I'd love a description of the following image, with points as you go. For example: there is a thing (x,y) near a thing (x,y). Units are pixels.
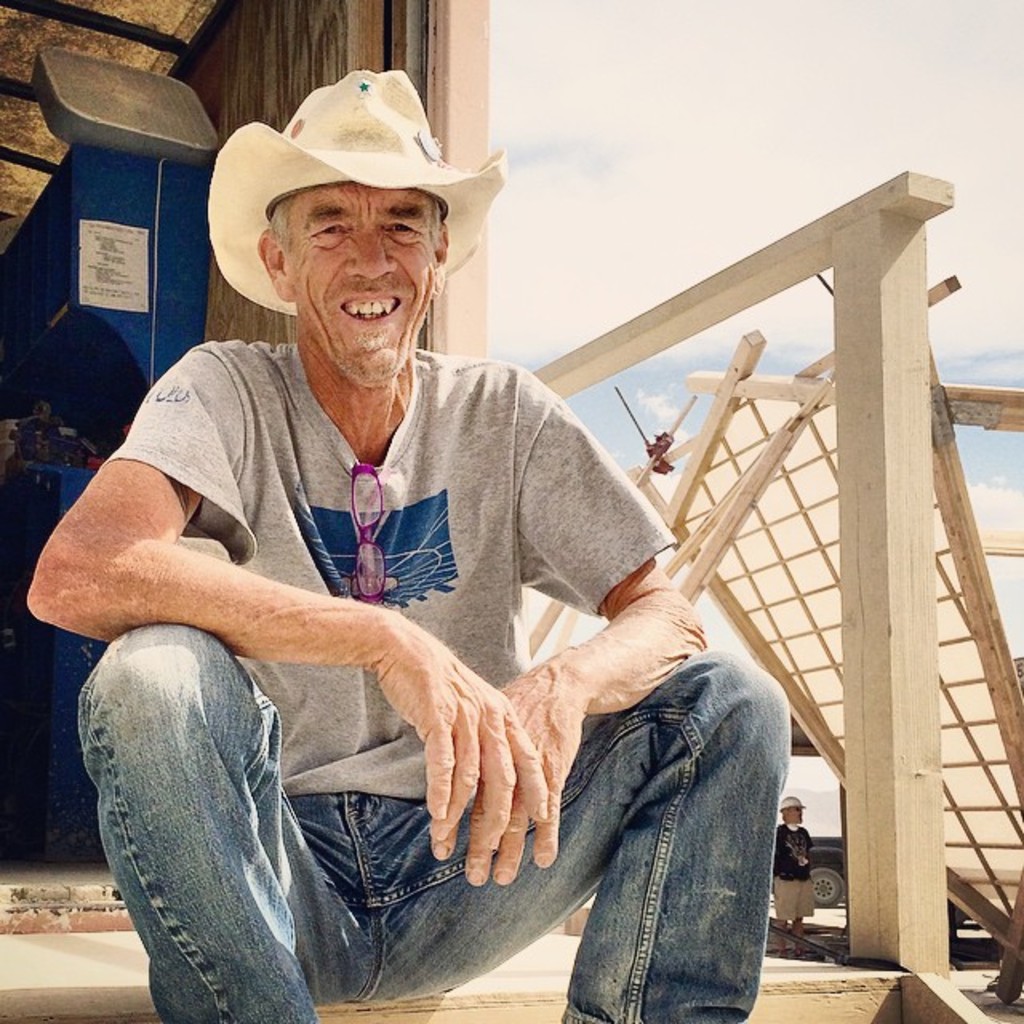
This image consists of a man (261,666) wearing a gray T-shirt (235,360) and blue jeans (193,930) along with a hat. On the right (931,957), we can see a hand rail (915,461) made up of wood (912,520). In the background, there is a door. On the right (928,267), there are clouds (953,223) in the sky (991,289).
